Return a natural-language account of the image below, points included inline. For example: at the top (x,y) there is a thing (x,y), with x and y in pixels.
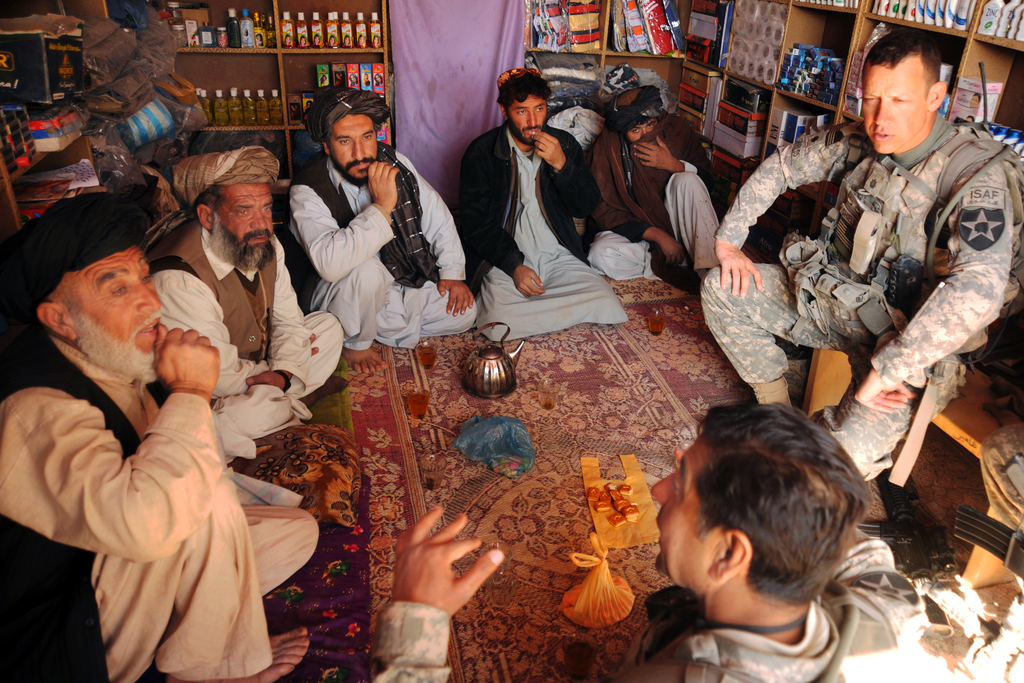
In this image we can see group of people (189,559) sitting on the floor (559,662). Two persons (997,235) are wearing military uniforms (756,305). In the background (715,58) we can see group of items (774,58) placed in racks (733,35).
